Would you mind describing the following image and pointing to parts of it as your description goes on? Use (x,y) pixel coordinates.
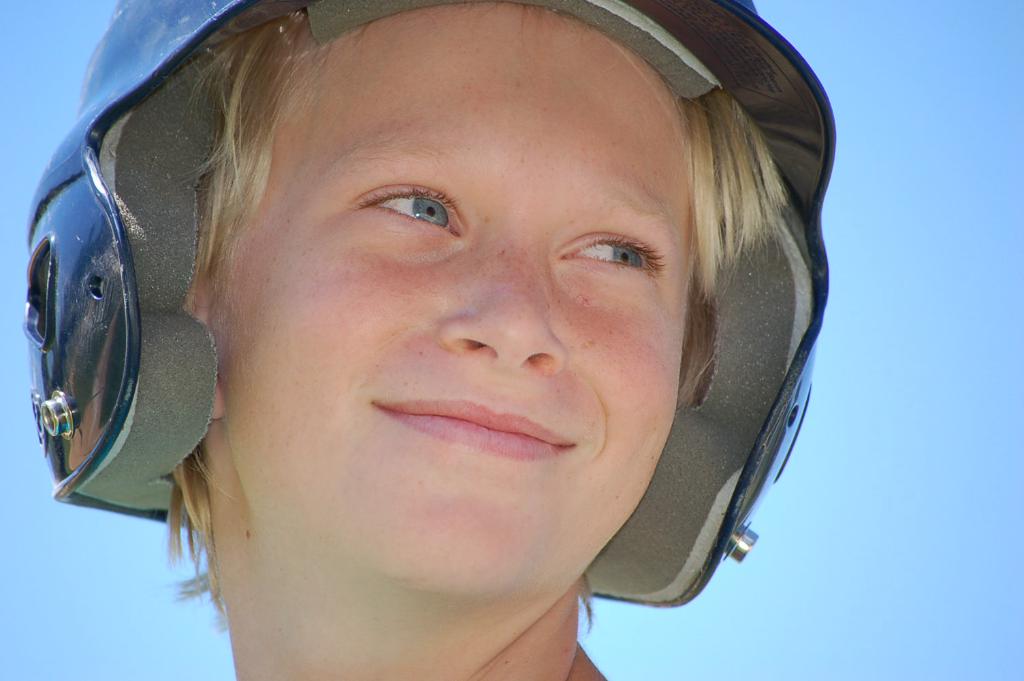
In this image there is a person (219,245) wearing a helmet (107,225) as we can see in the middle of this image (434,310). There is a blue sky (844,593) in the background (852,538).
